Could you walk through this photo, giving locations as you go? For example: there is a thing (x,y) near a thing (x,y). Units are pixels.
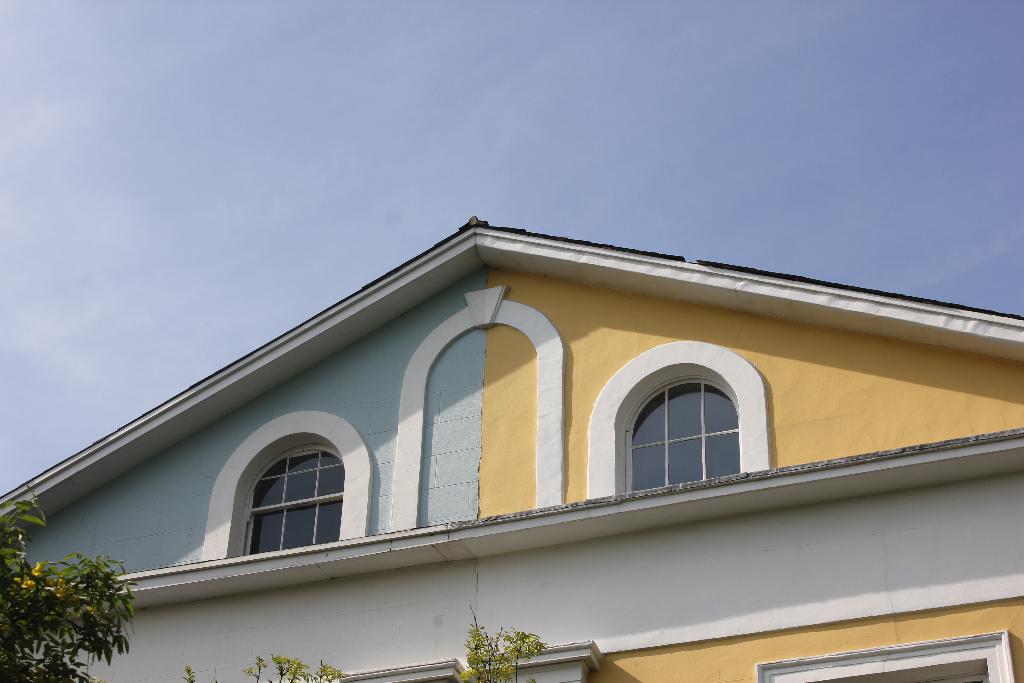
In this given picture, We can see a sky (847,149) and the top bottom view of the building (575,397) which include two windows (666,430) after that, We can see few leaves (295,666), stem (493,642) of a tree (483,654).
